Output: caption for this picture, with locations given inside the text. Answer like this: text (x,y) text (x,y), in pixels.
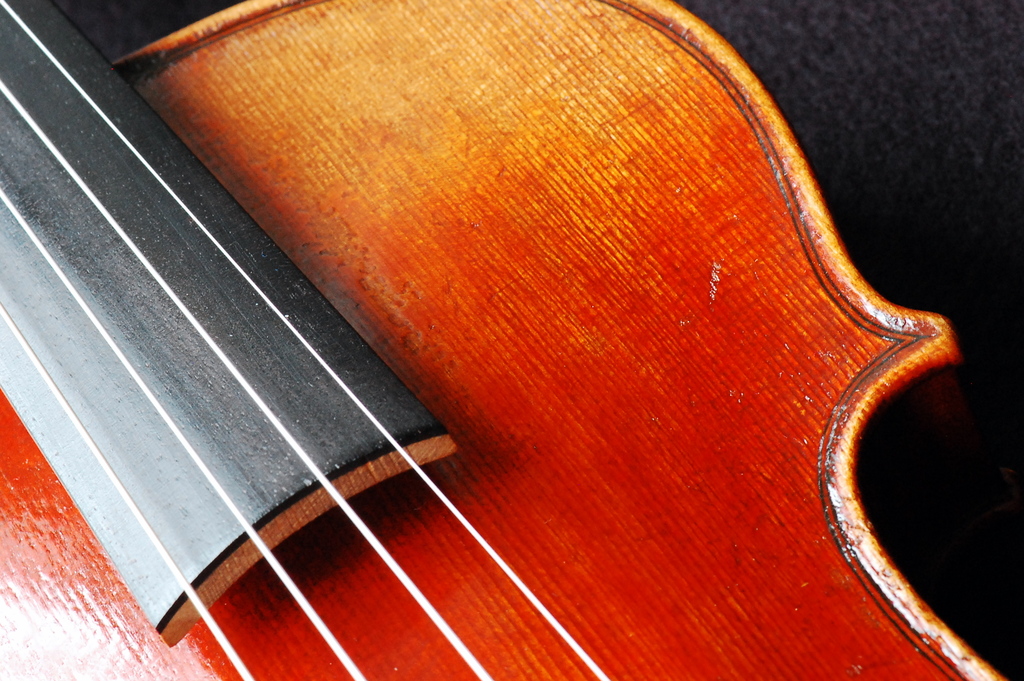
There is a Violin strings (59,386).
